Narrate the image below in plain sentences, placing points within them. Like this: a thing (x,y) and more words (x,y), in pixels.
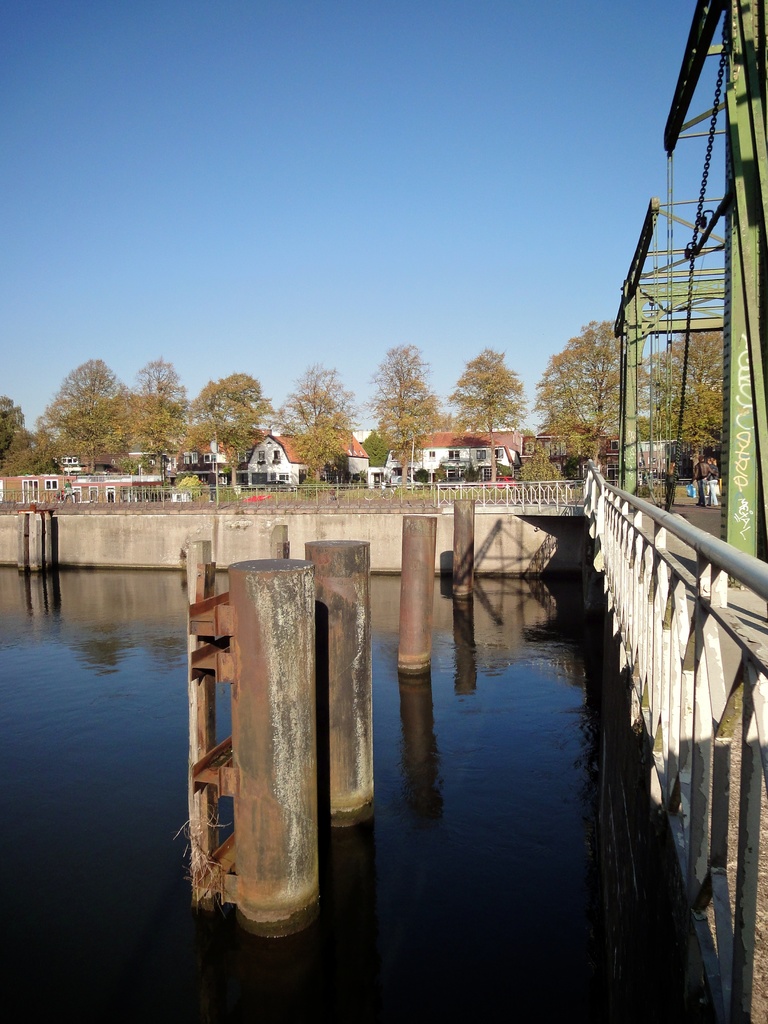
In this picture there is a bridge (685,371) with metal rods (707,294) and chains (689,287) in the right side (732,104). There is water (179,916) with metal rods (408,551) in the foreground (409,584). There are houses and trees (671,430) in the background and the sky (5,253) is at the top (10,339).
